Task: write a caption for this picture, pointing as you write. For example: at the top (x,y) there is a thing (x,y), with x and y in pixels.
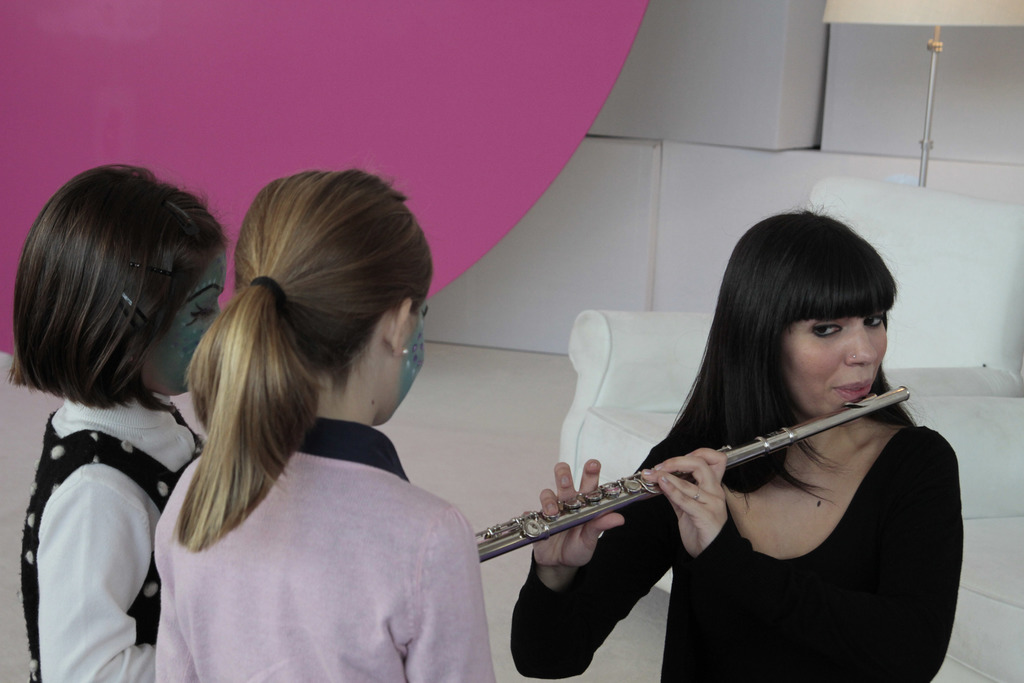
In this picture we can see three people (692,576) and a woman (701,580) is holding a musical instrument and in the background (597,385) we can see a lamp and some objects (667,433).
